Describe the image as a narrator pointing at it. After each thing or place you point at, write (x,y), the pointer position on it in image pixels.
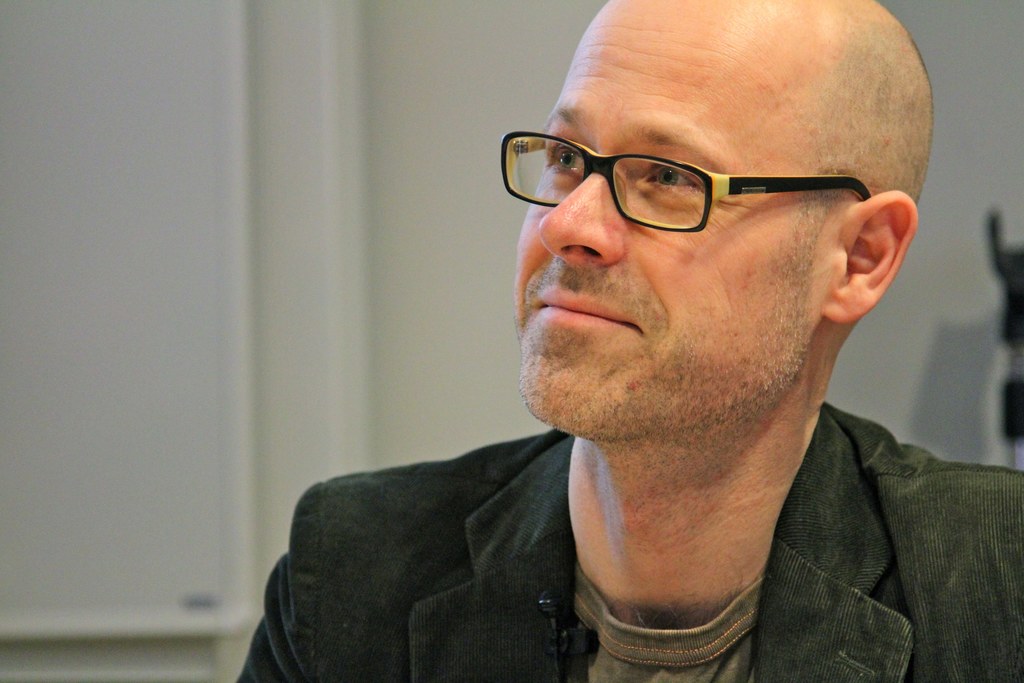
In the center of the image (681,378) there is a person (607,274) wearing spectacles (565,175). In the background (395,136) there is wall (350,170).
